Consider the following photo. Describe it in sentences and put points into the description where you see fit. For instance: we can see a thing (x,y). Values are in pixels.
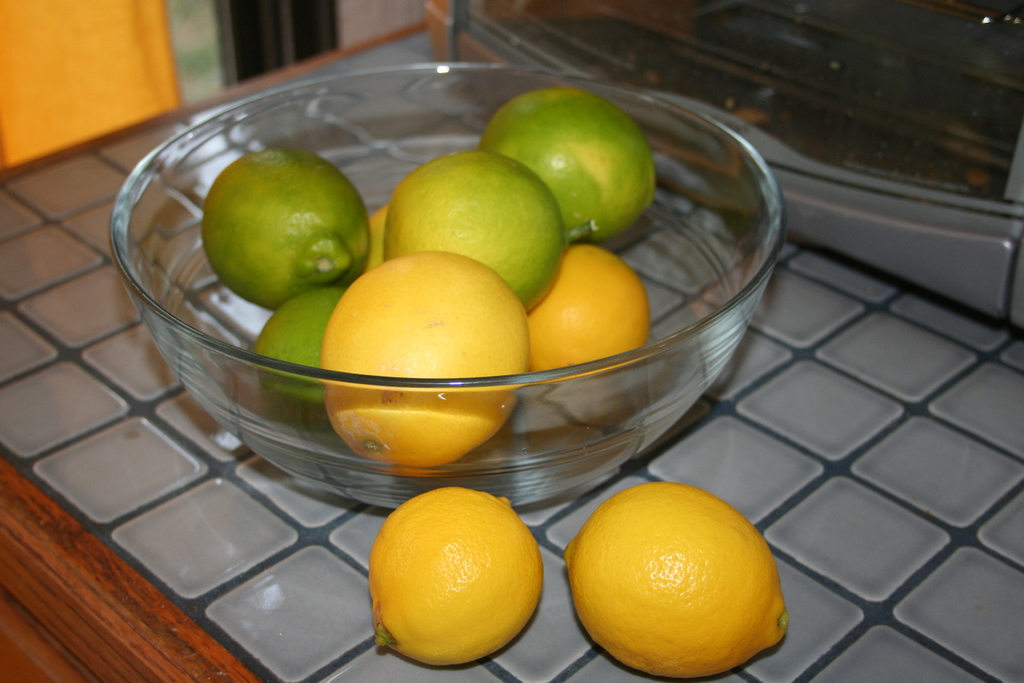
In this image, we can see lemons (485,332) in the glass bowl (707,326) and on the surface (826,552). At the top of the image (758,95), we can see an object (829,53) and blur view. In the bottom left corner (100,624), there is a wooden object (80,631).
